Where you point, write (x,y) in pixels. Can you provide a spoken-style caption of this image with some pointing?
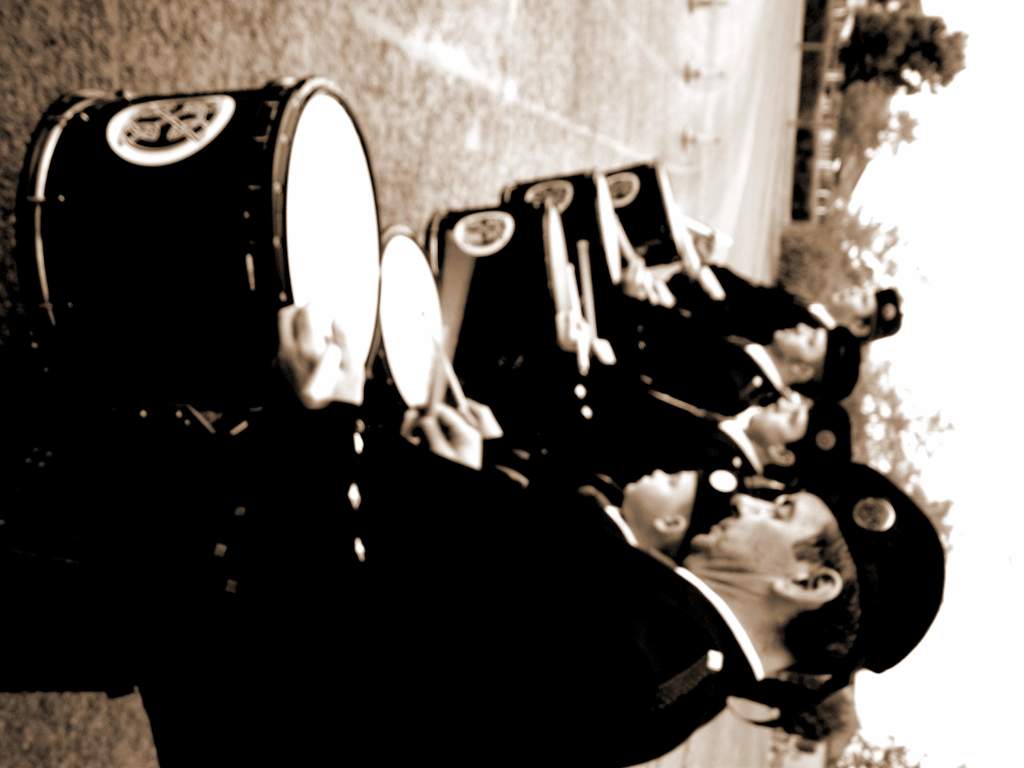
In this image I see few people (601,436) who are holding drums (198,207) and sticks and I see that all of them are wearing caps (846,334) and I see the ground (695,116). In the background (958,756) I see the trees (884,44) and the sky (922,743).
